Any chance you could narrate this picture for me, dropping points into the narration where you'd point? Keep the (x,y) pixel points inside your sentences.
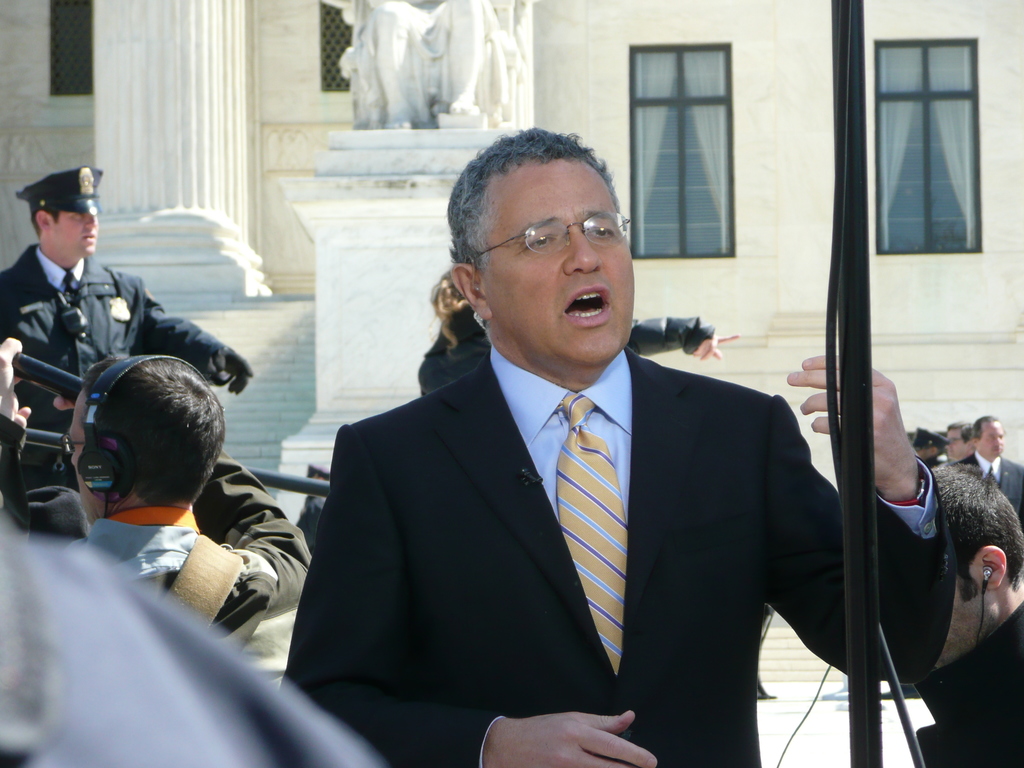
In this picture, we see a man (744,560) in the black blazer (750,610) is standing. He is wearing the spectacles (555,227) and he is trying to talk something. Behind him, we see a person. Beside him, we see a man (991,722) is standing. Behind the man (978,737), we see the people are standing. On the left side (146,463), we see a man (127,474) is wearing the spectacles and a headset (96,458). In front of him, we see a man (105,329) in the uniform (105,329) is standing. In the middle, we see the statues (401,75). Beside that, we see the staircase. In the background (216,257), we see a building (273,177), pillar (126,15), curtains (668,92) and the windows (937,188).
